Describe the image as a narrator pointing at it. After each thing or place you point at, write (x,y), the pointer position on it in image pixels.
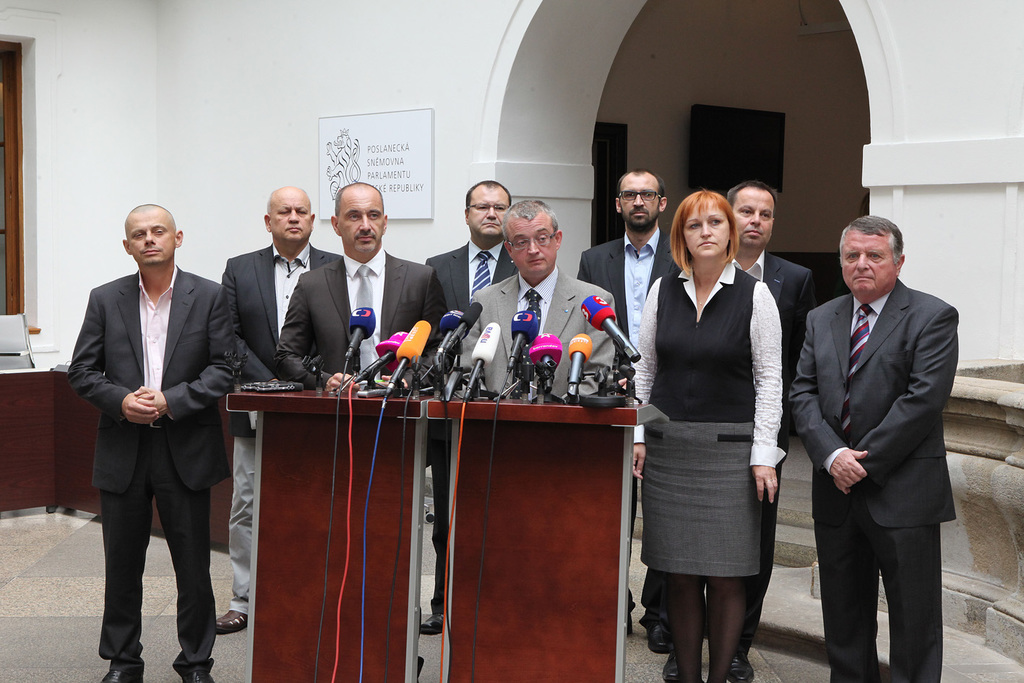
In the center of the image (389,290) we can see people (908,420) standing, before them there is a table (340,471) and we can see mics (478,378) placed on the table (329,465). In the background (710,184) there is a television (727,153) and a board (379,123) placed on the wall (640,130). On the left (11,143) there is a window (6,162).
